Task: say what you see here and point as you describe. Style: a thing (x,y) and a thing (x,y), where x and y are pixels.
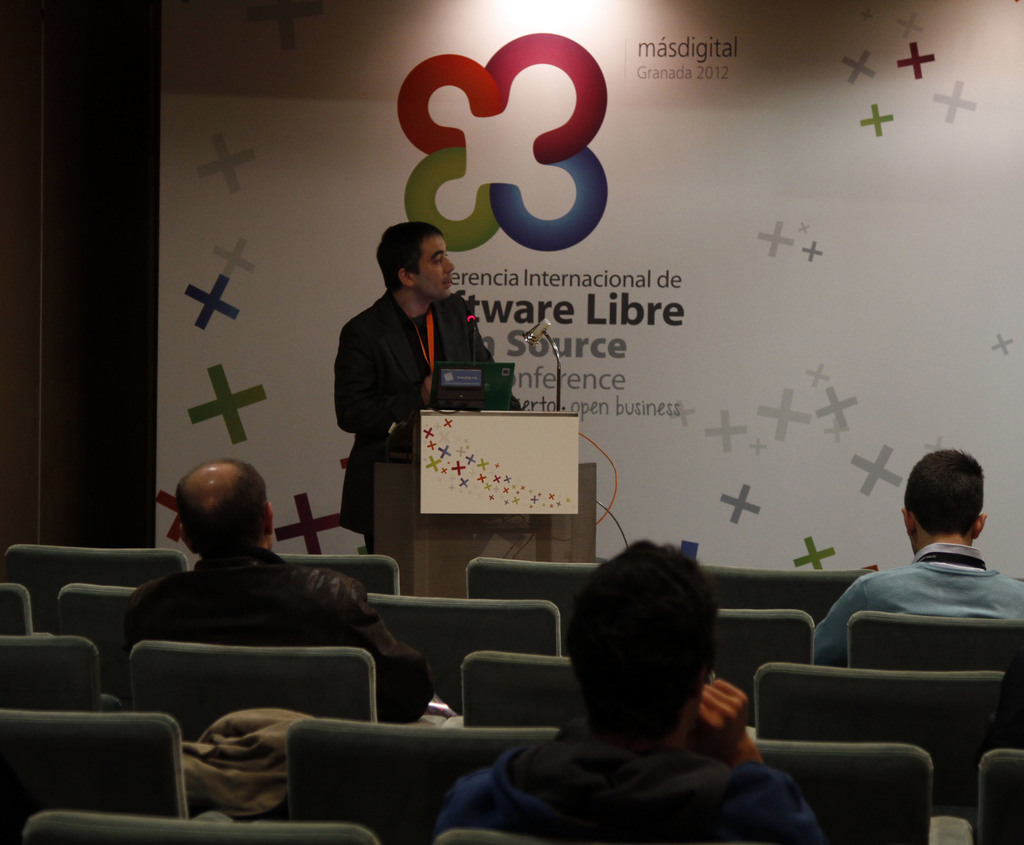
In this picture we can see a man (478,341) standing at the podium (464,545) and in front of him we can see a mic (470,330), devices (495,363), some people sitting on chairs (241,704) and some objects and in the background (258,185) we can see a banner (539,396).
